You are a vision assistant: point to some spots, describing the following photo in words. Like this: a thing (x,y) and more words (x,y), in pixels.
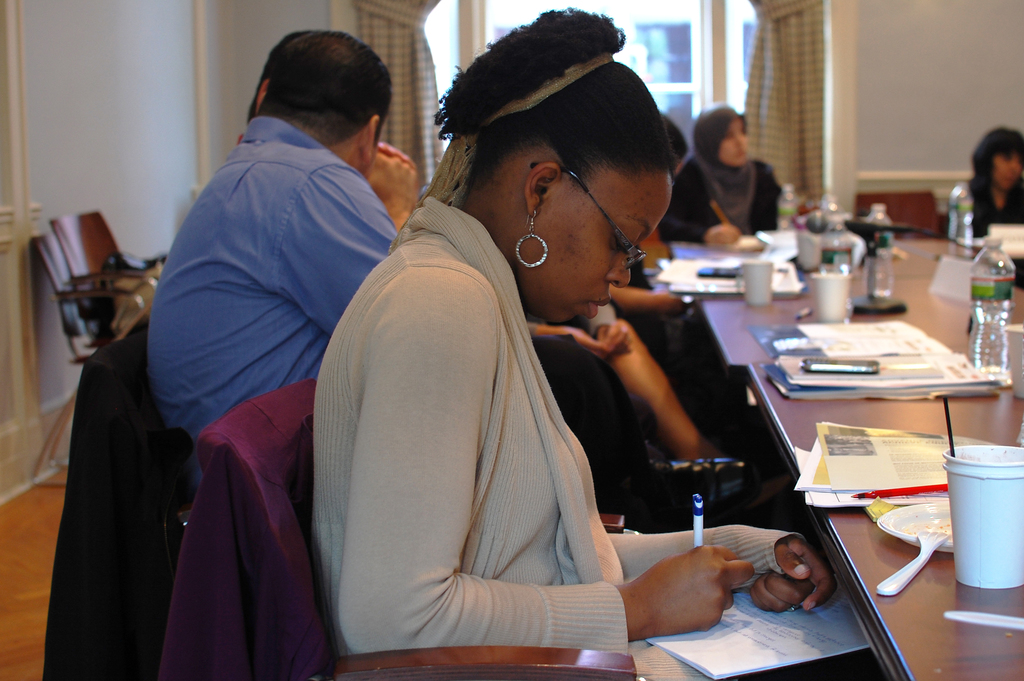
In this image I can see group of people (653,383) sitting, the person (541,503) in front (440,503) wearing gray color dress (423,503) and holding a pen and few papers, in front (867,527) I can see few bottles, glasses (965,500), papers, spoons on the table (1002,443). Background (920,62) I can see a wall (852,75) in white color, few curtains (798,68) and a window (695,33).
